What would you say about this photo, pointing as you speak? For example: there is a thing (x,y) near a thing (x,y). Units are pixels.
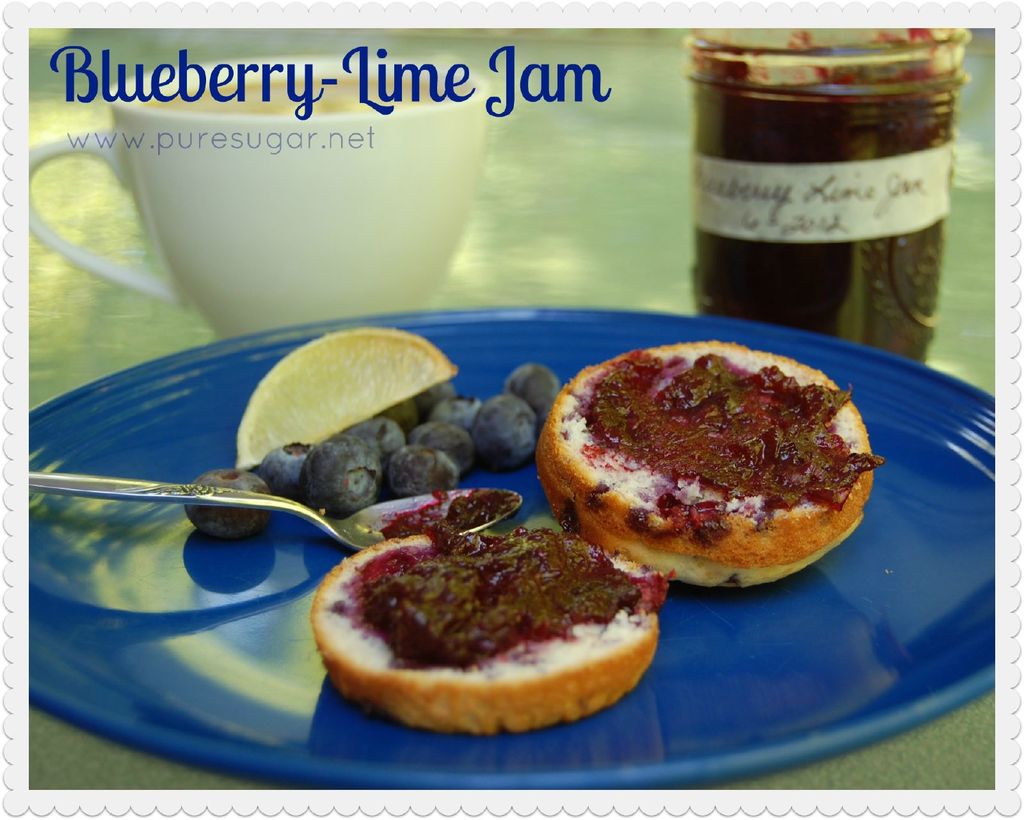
In the image we can see there is jam (708,440) kept on the bread slices (743,510) and there are blueberries (486,459), spoon (358,537) and piece (280,386) kept on the plate (442,339). Behind there is a cup (421,218) and there is bottle (902,209) of jam (903,136) kept on the table (630,224). It's written ¨Blueberry-Lime Jam¨.
